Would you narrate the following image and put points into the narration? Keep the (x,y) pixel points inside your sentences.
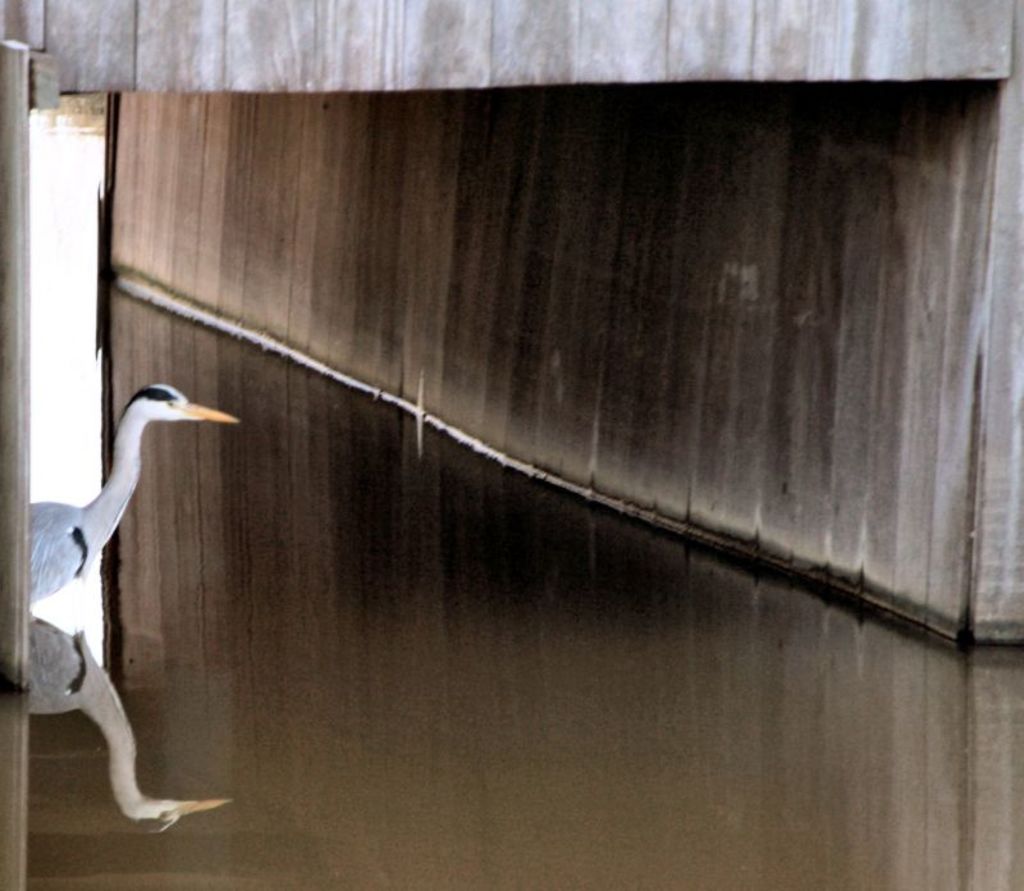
In this image I can see a bird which is in white and black color, I can also see the water (644,772) and the wall (696,255) is in white and black color.
